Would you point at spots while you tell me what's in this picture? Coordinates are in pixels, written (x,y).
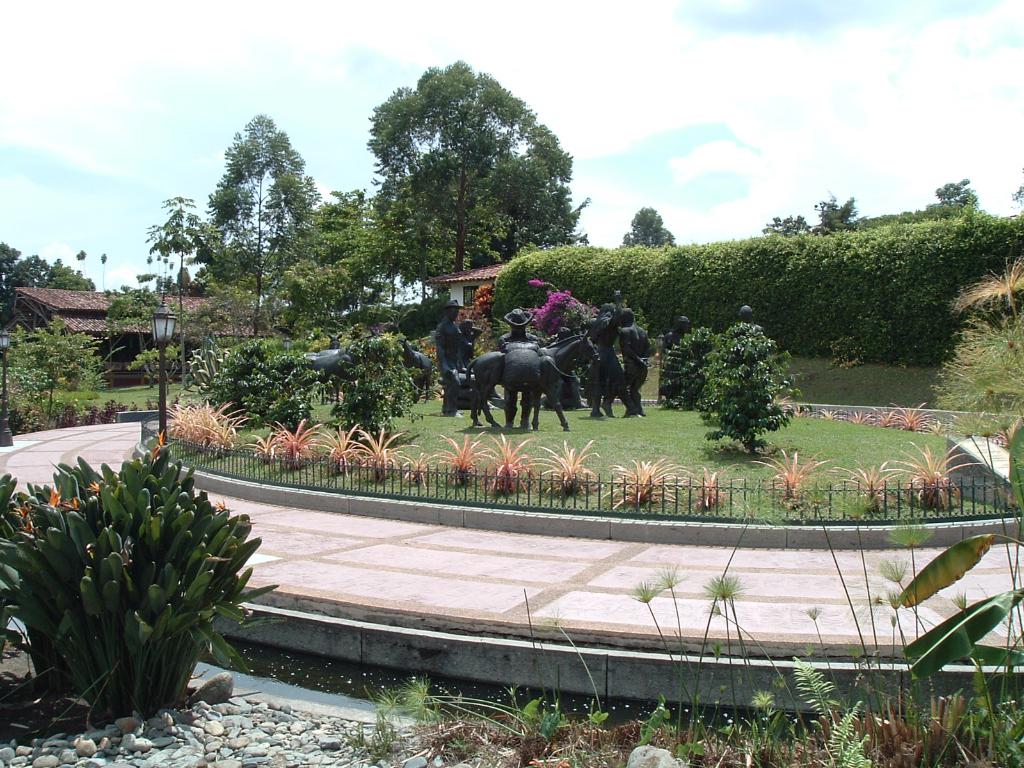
In the picture we can see a garden (711,705) with some plants (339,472) on the path (472,566) and we can also see a railing (169,432) behind it, we can see a grass surface (582,430) on it, we can see some plants (381,354), sculptures (623,311) which are black in color and behind it, we can see some trees (299,293), houses (121,363) and near the railing (141,433) we can see a pole (169,313) with a light (157,330) and in the background (6,305) we can see some trees (207,231), sky (797,137) with clouds (1020,51).
